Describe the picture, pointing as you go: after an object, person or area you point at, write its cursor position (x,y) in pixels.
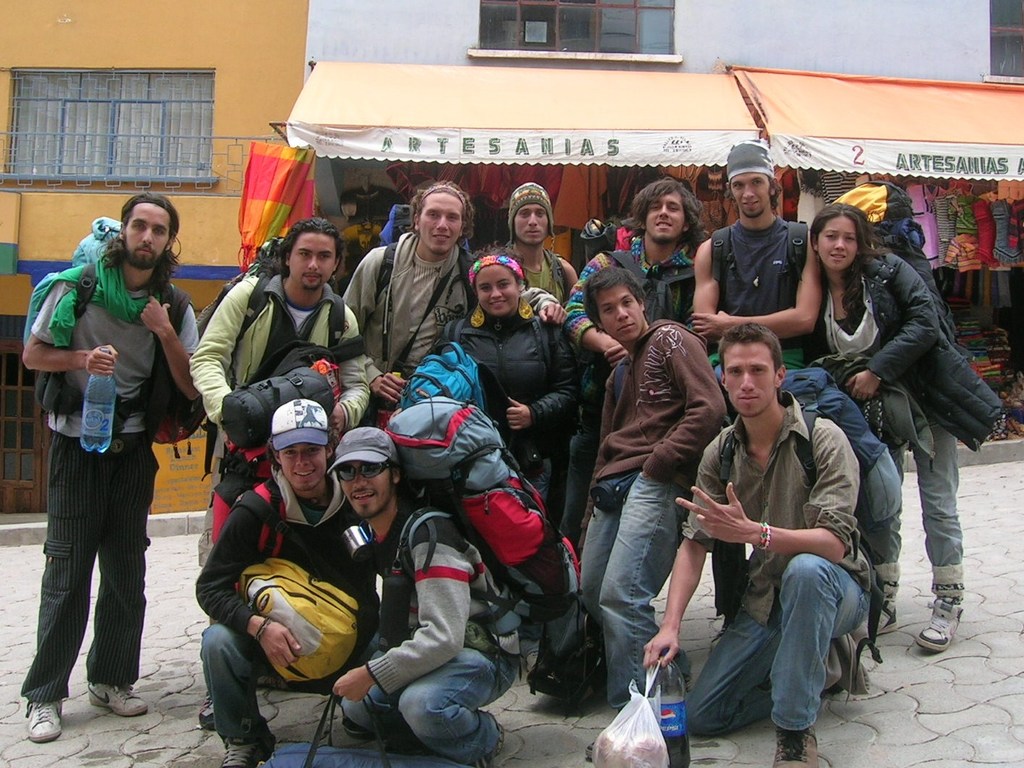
In this picture I can see group of people (746,259), there are stalls (871,120), there are clothes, and in the background (422,21) there are buildings (212,123).
